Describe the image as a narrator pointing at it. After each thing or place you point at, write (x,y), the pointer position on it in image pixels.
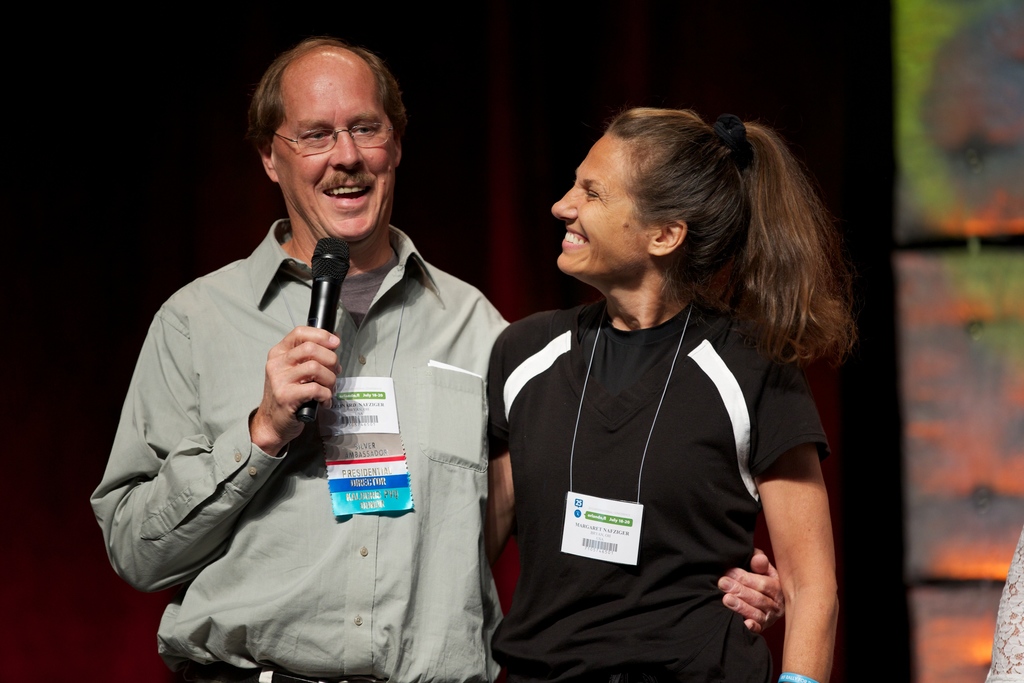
In this image we can see a man (380,383) and woman (710,474) standing. Here the man (322,331) is holding a mic (330,308) in his hands (312,339).
